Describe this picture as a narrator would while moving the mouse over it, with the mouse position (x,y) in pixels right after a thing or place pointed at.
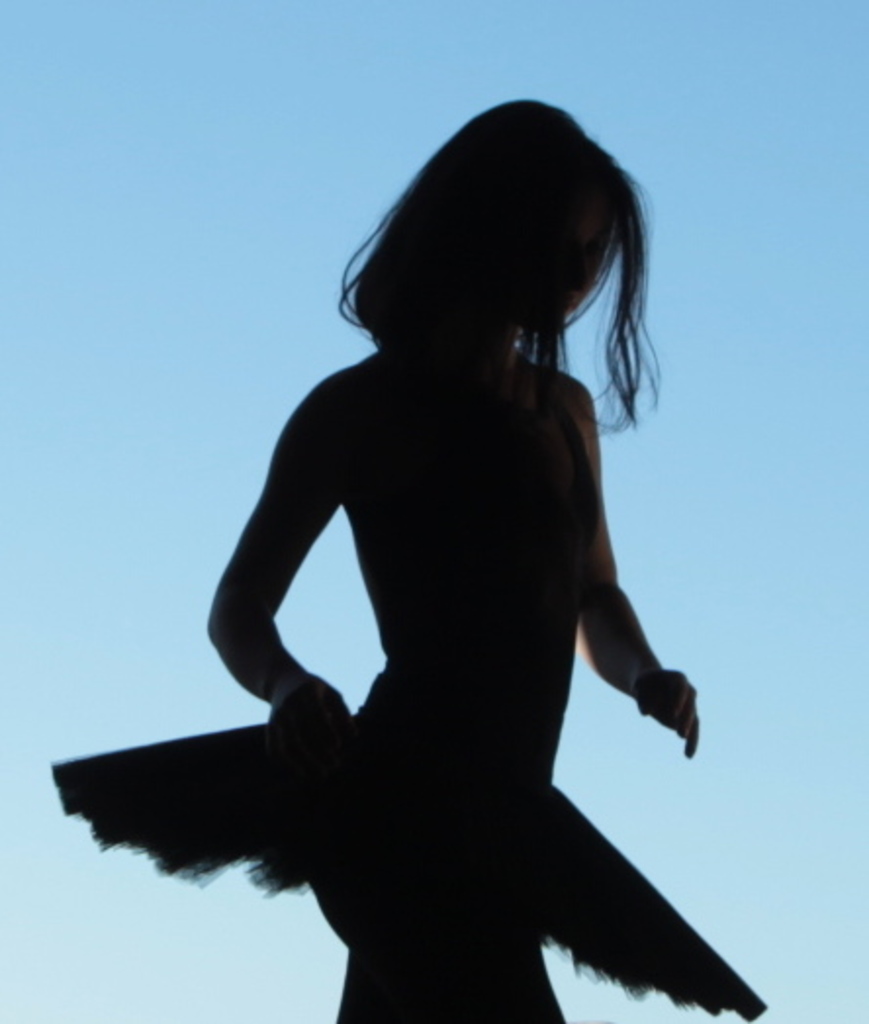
In the center of the image (471,517), we can see a lady (506,704).
